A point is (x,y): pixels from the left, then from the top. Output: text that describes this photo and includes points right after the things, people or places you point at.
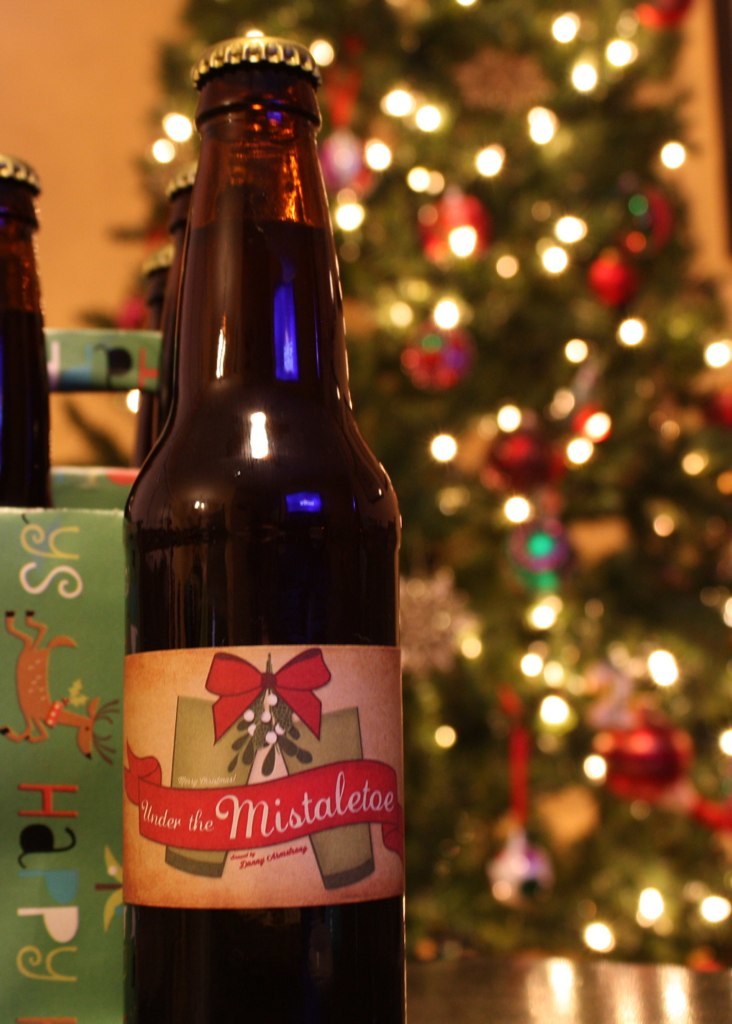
In this picture we can see few bottles (149,508), in the background (569,586) we can find a tree (592,354) with full of lights (594,430).
